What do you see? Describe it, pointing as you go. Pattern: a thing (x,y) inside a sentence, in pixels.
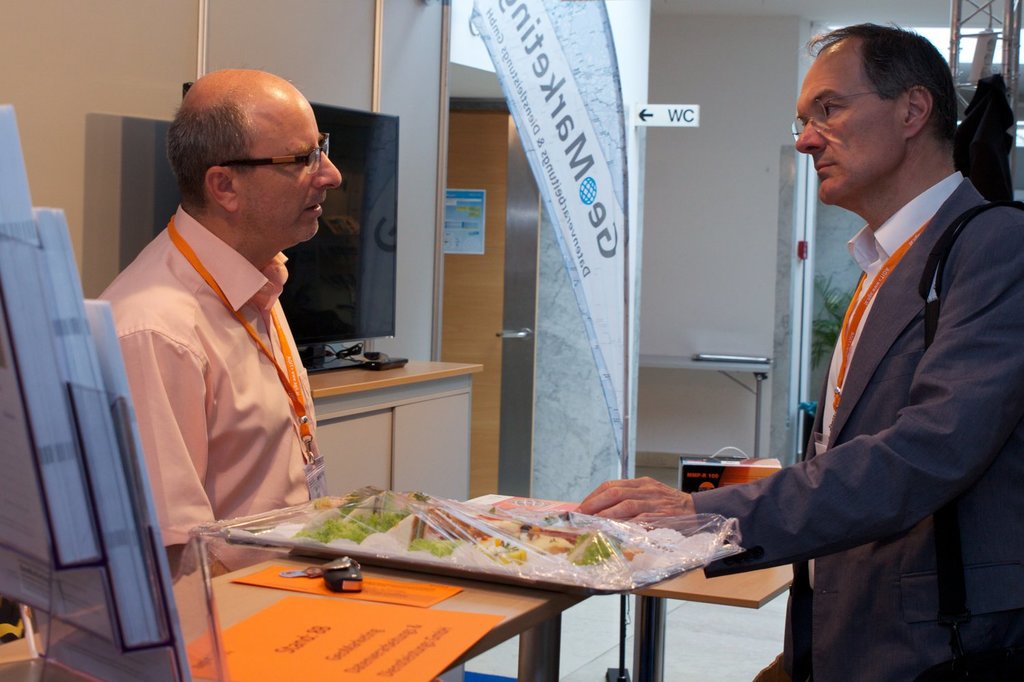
In this image there is a rack (105,606), on that rack (93,483) there are books (16,268), in front of the rack (176,651) there is a table (695,575), on that table (703,589) there are food items (488,545), on either side of the table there are people (828,467) standing, in the background (341,18) there is a wall (398,3) near the wall (409,158) there is a cupboard (404,380), on that there is a TV (360,306) and there is a door (485,185).
